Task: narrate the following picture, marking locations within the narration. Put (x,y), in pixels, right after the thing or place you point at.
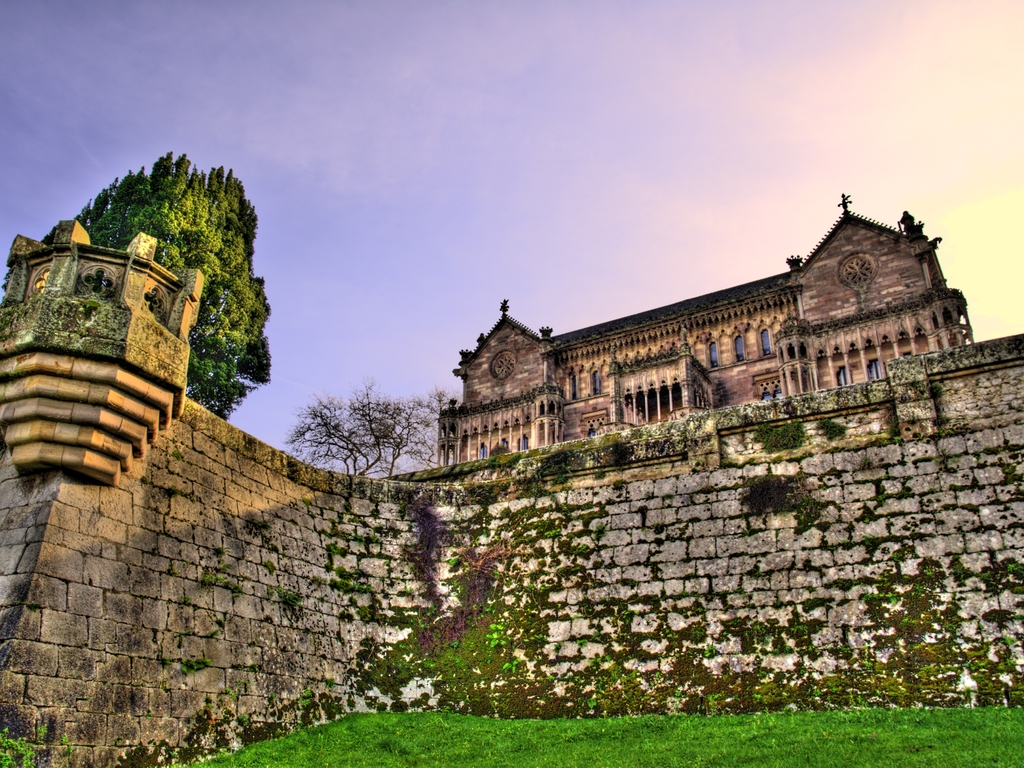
There is grass (343,740) on the ground (408,740) near a wall (544,556). In the background (370,416), there are trees (195,178), building (745,364) which is having glass windows (592,381) and there is blue sky (270,84).
